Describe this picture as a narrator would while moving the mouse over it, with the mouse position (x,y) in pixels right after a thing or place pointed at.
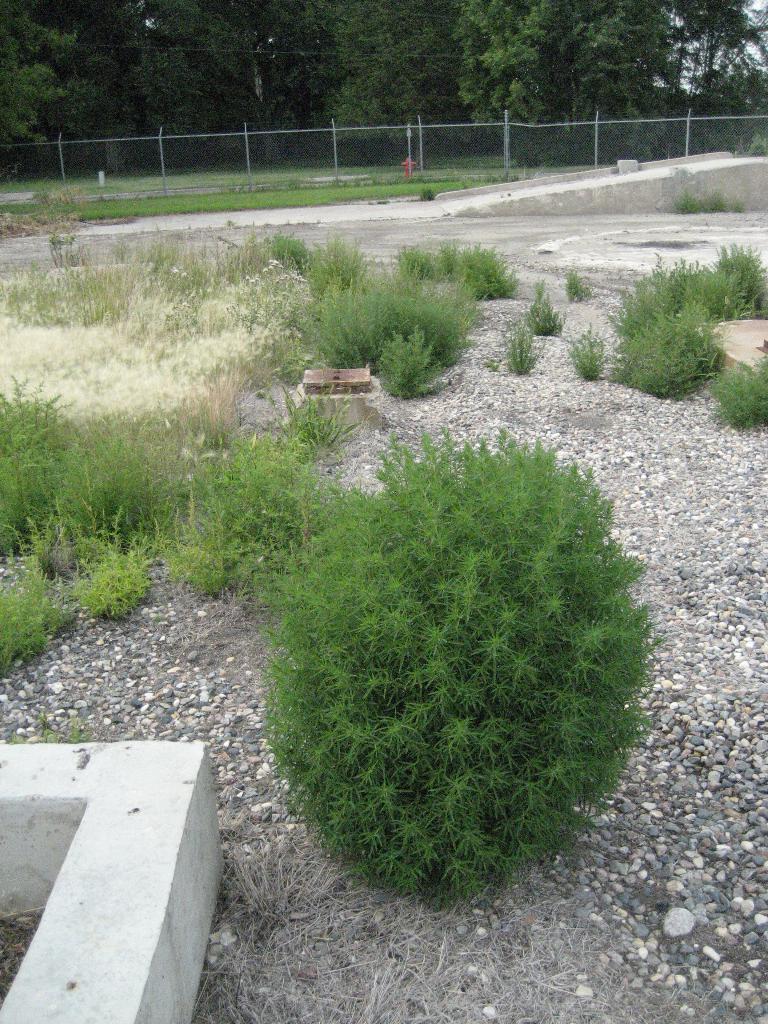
In this image we can see some plants (510,537), stones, in the background of the image (491,152) there is fencing (419,163), fire hydrant (405,163) and there are some trees (475,86).
